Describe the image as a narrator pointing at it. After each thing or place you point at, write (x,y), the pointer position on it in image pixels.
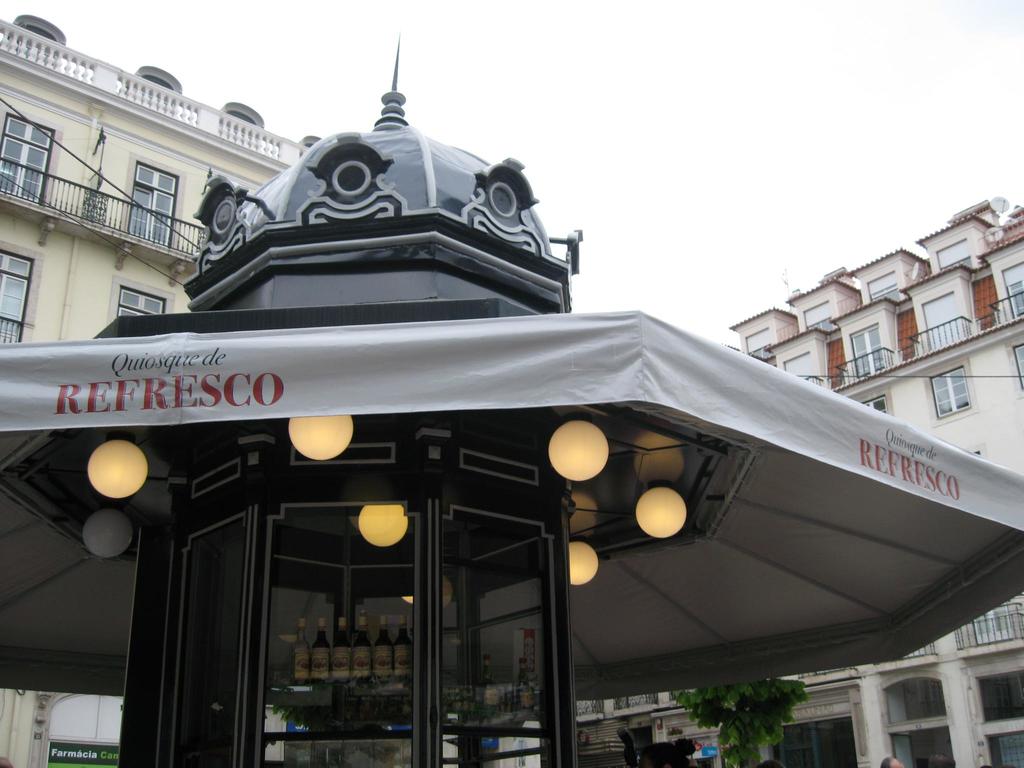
In the image there is a store (362,708) with glass doors (348,608). Inside the store (333,605) there are bottles (326,636) and also there is a tent (824,616) on the store (395,194) with something written on it. In the background (763,358) there are buildings (965,407) with walls (1001,408), glass windows (21,164), balconies (63,203) and pillars (952,734). At the top of the image (953,127) there is a sky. At the bottom of the tent (677,680) there is a tree (740,694).
